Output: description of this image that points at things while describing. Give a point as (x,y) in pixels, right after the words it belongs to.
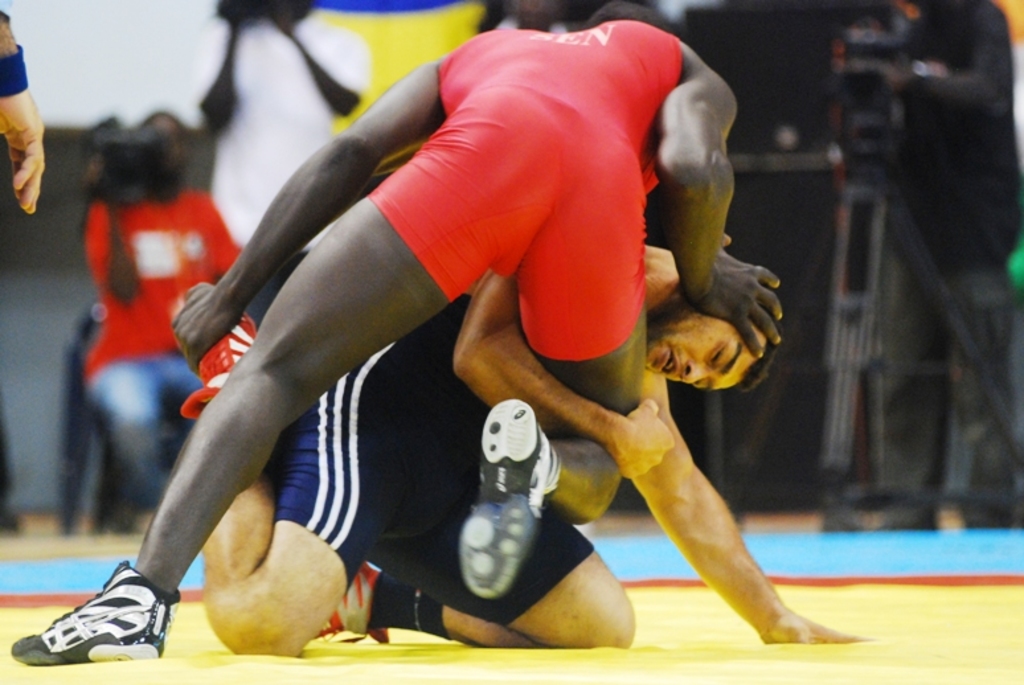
In this image I can see two persons (503,372) playing game. The person (439,208) in front (464,106) wearing red color dress (476,101) and the other person (391,363) wearing blue color dress (378,408). Background (179,261) I can see a person (171,163) sitting and holding a camera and I can also see the other person (972,192) standing.
